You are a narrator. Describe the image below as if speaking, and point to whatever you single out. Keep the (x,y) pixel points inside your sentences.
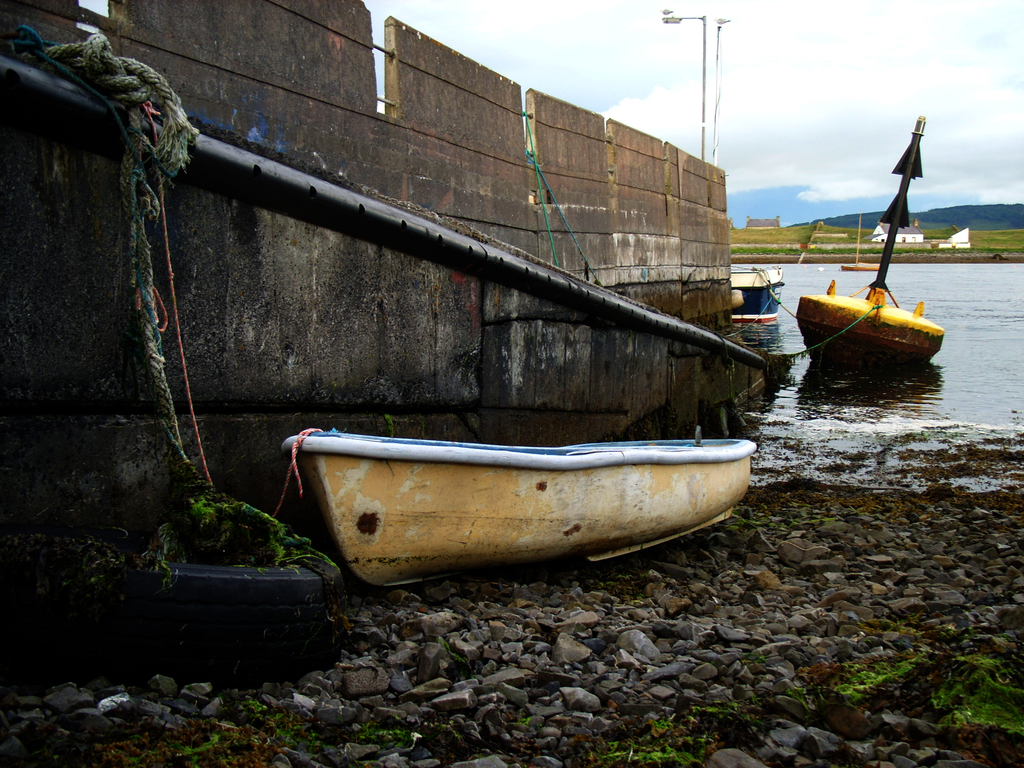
In this picture we can see boats (768,299) on the water (961,383). In the bottom (397,526) there is another boat (413,525) on the ground (472,632), beside that we can see the wall (226,337) and pipes (636,320). In the background (964,225) we can see the building (913,225), farmland (782,235), mountain (930,225), trees (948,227), plants (822,242) and street light (706,107). At the top (565,35) we can see sky (552,44) and clouds (509,1). At the bottom (742,578) we can see small stones (821,647). On the left (149,191) we can see the ropes (153,272). In the bottom left corner (331,628) there is a tire (167,618).
